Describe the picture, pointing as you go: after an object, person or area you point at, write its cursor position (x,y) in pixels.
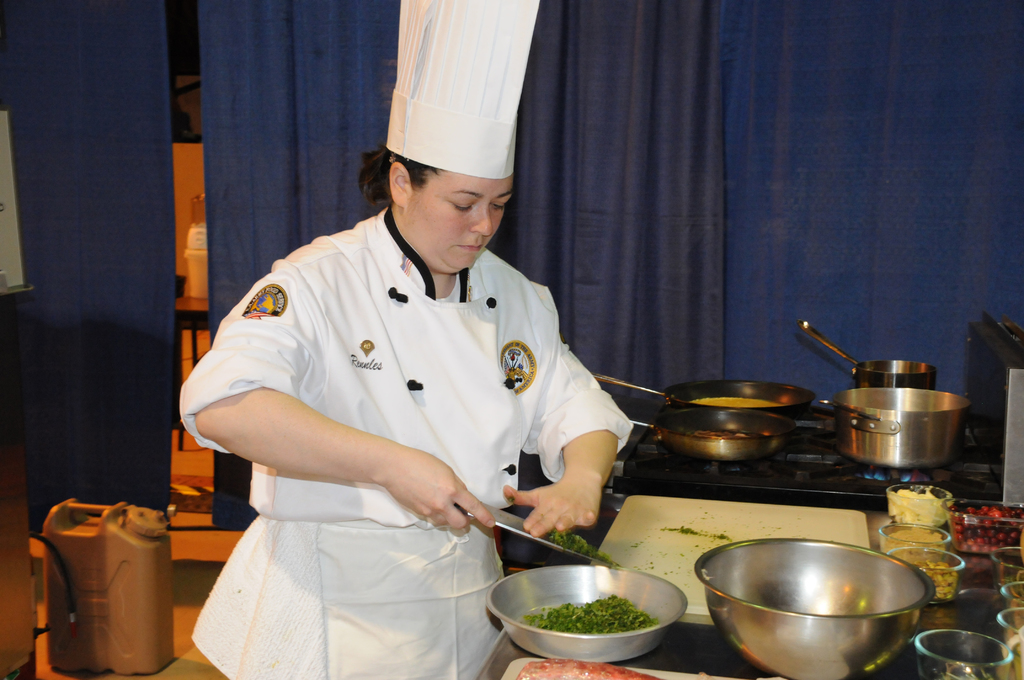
In the picture we can see a person (417,468) wearing apron (331,625) and cap (450,112) is holding a knife (530,535) in her hands (544,529). Here we can see a few bowls (845,640) and few utensils (693,431) are placed on the stove (709,486). On the left of the image (51,574) we can see a can (120,525) and in the background of the image (62,266) I can see the blue color curtains (594,333).
